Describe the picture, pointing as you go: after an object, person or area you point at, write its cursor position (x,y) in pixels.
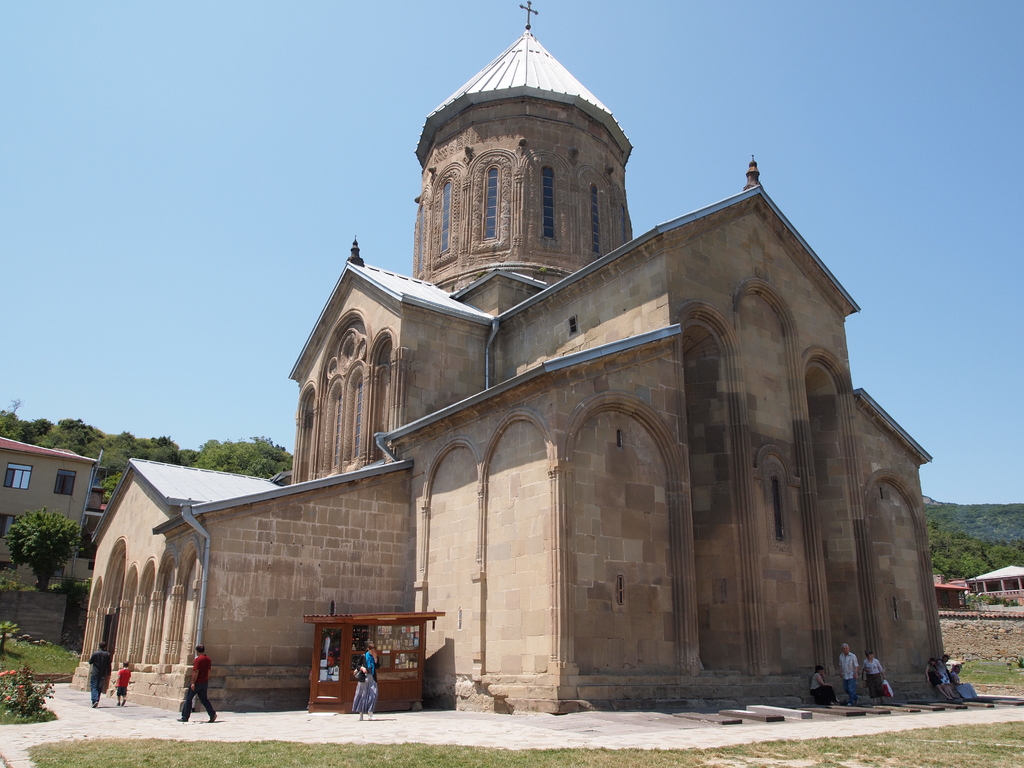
As we can see in the image there is a building (159,690), trees (38,586), grass (43,645), few people (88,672) here and there and on the top (265,163) there is a sky (238,164).
